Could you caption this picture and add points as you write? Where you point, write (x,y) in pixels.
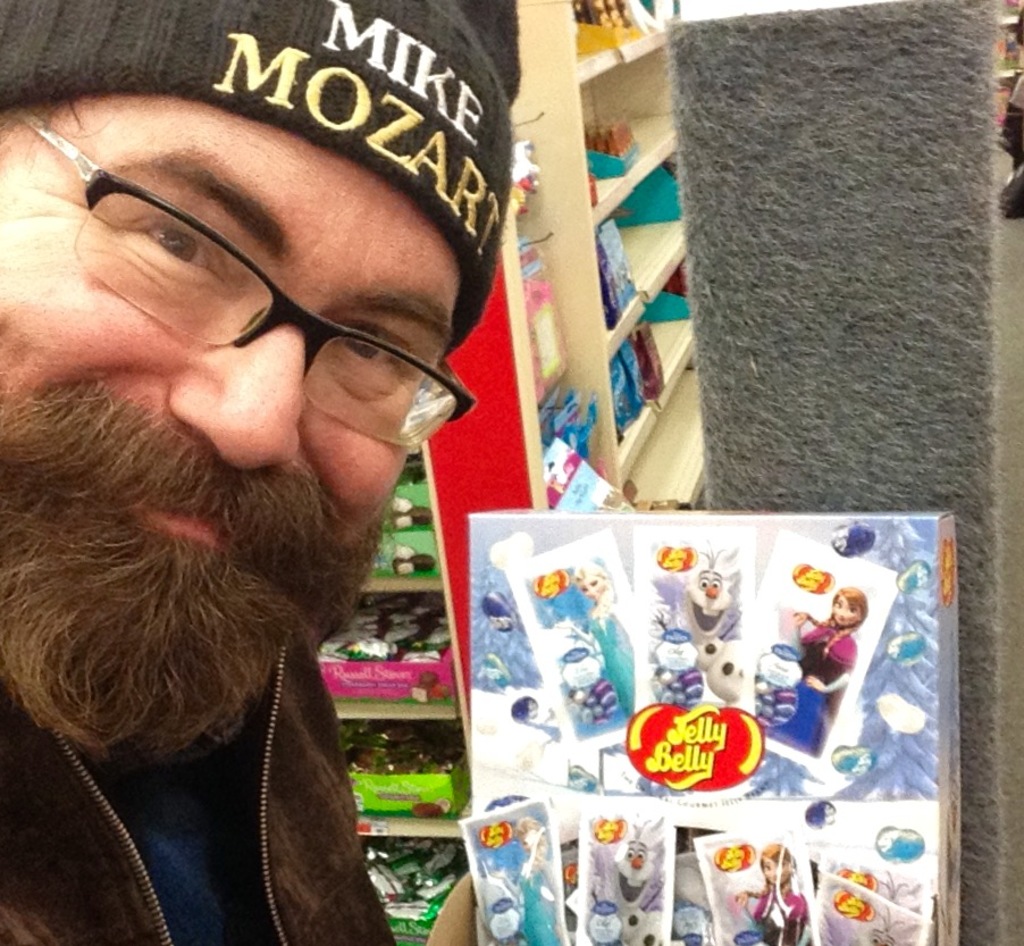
In this picture we can see a man (188,236) with spectacles (184,253) and a cap (216,21) and he is holding an object (542,889). Behind the man (116,573), there are some objects (405,501) in the racks (430,458). On the right side of the image (736,229), it looks like a pillar (937,150).
